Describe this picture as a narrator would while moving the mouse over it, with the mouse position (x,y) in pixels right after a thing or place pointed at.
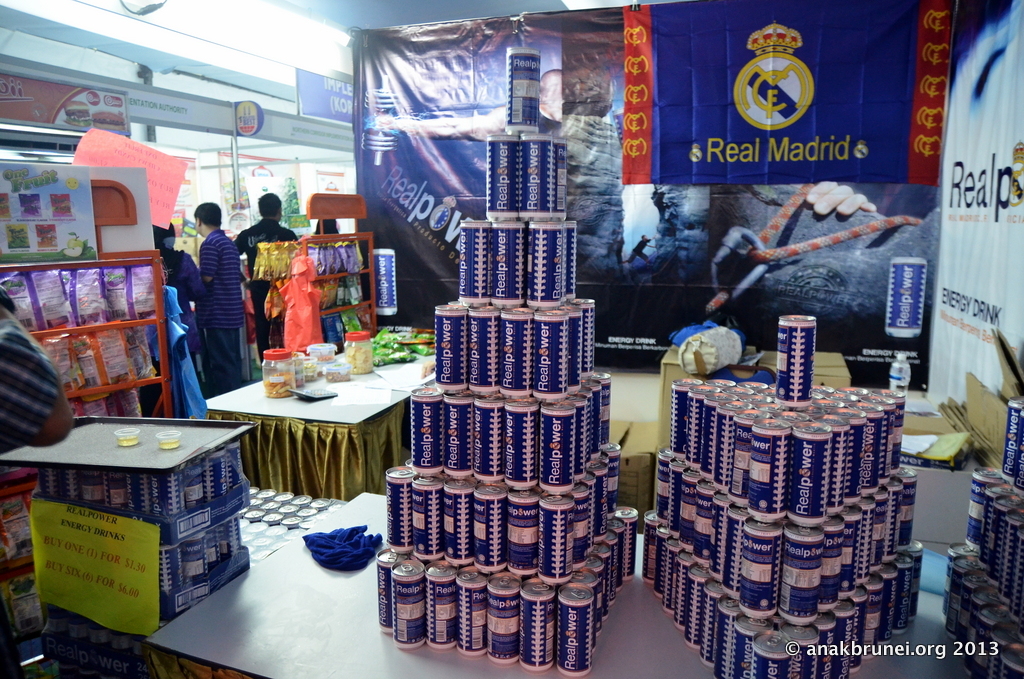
In this image we can see the inside view of the supermarket (527,292) that includes tin cans (995,501), plastic containers (269,378) and we can also see some products (116,358) in the racks (136,411).
